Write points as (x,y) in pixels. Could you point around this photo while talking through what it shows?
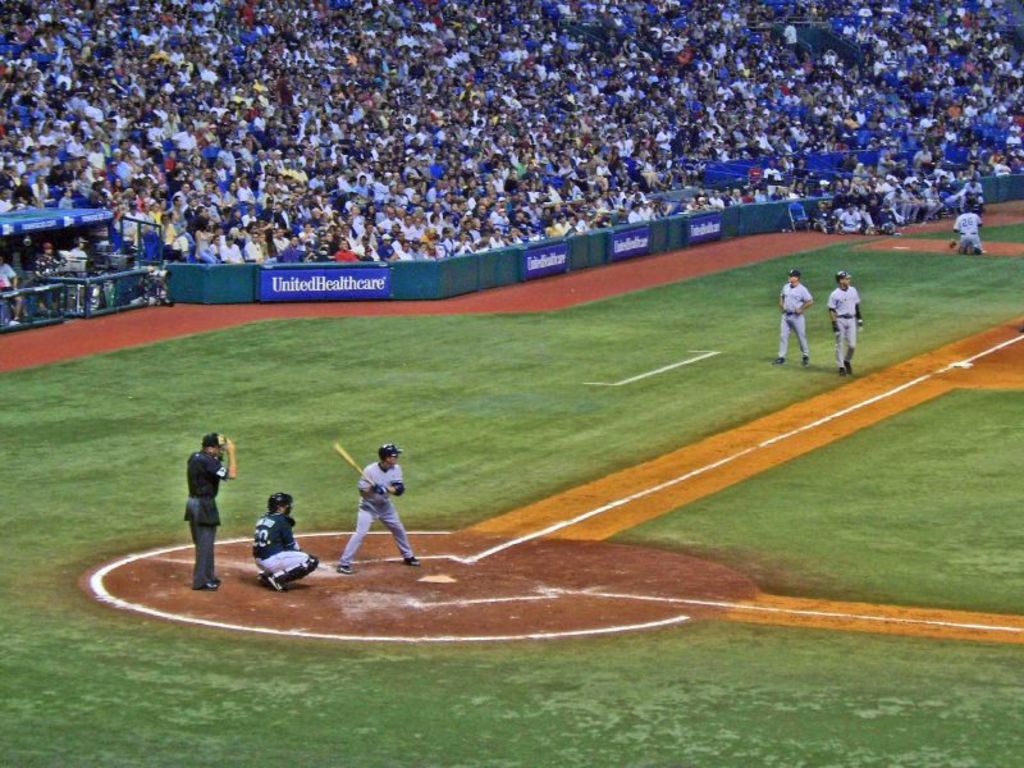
In this image there are three players (364,501) are at bottom left side of this image (273,535) and there are some players (782,325) at right side of this image (828,334) and there is a ground (598,490) at bottom of this image (480,654) and there are some audience (461,193) at top of this image (672,109) and there is a fencing wall (508,262) in middle of this image (519,279).
